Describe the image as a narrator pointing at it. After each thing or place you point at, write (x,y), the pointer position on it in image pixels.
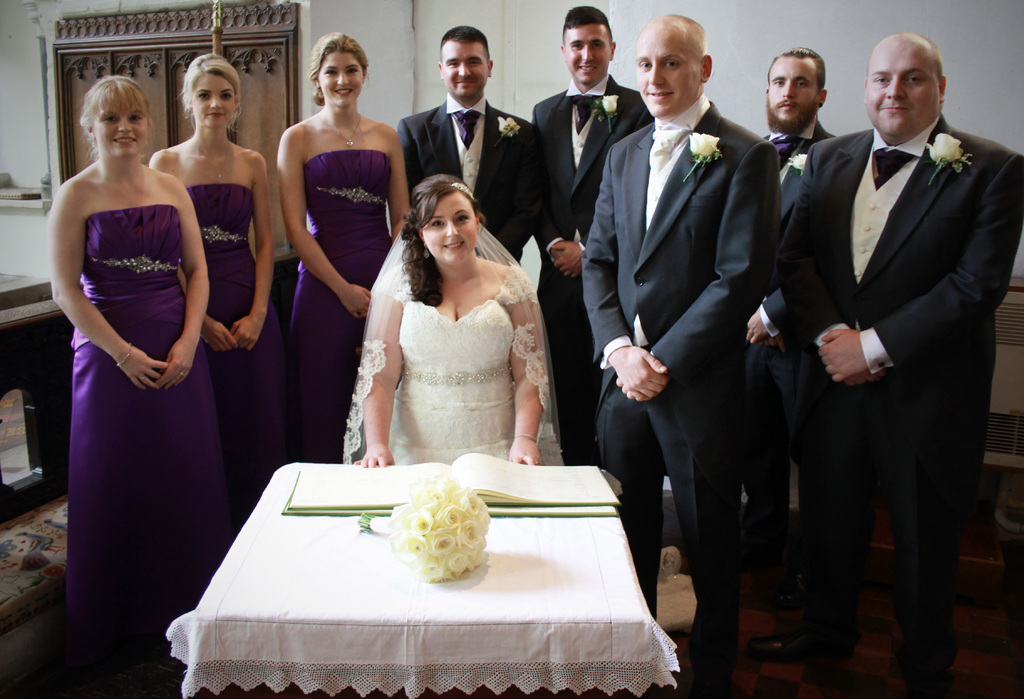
In this image i can see 4 women (432,193) and 5 men (529,210). One of the women (492,291) is sitting in front of the table (491,625) and the rest of the women (365,144) and men (593,101) are standing. On the table (373,561) i can a flower bouquet (473,529) and a book (305,490) and i can see smiles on all of their faces (119,147).
